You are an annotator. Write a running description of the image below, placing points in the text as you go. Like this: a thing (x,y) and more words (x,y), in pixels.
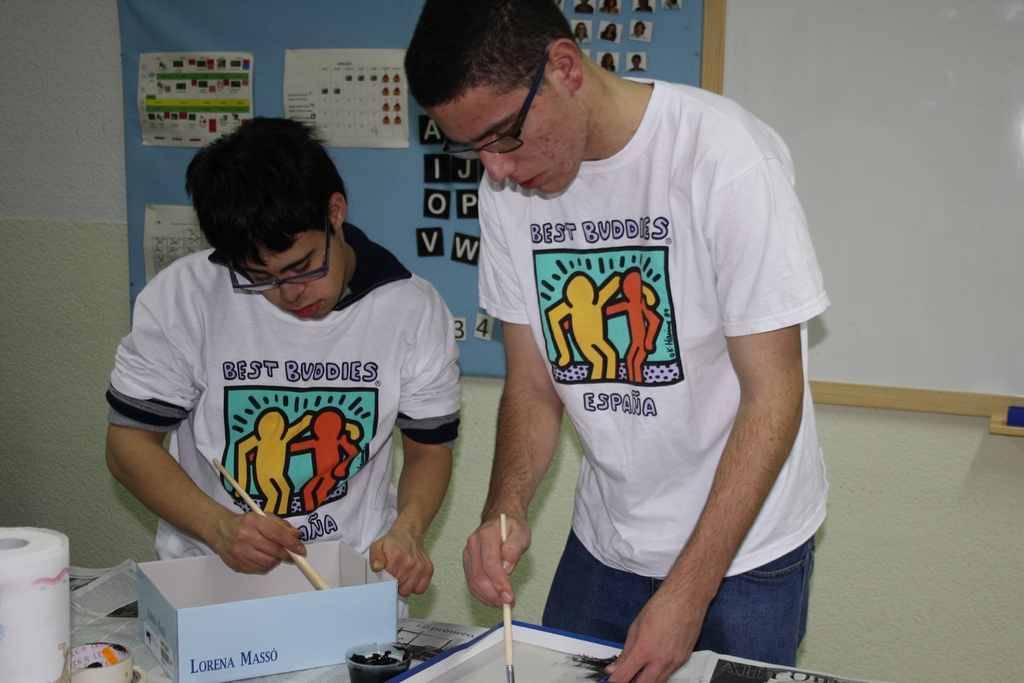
In this image I can see two persons (367,366) wearing white colored t shirts (366,362) are standing and holding paint brushes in their hands (509,537). I can see a table (403,641) in front of them and on the table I can see few papers (122,631) and few boxes (319,639). In the background (915,306) I can see the cream colored wall (916,521), a huge board (280,18) and the white colored board (892,107) attached to the wall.
